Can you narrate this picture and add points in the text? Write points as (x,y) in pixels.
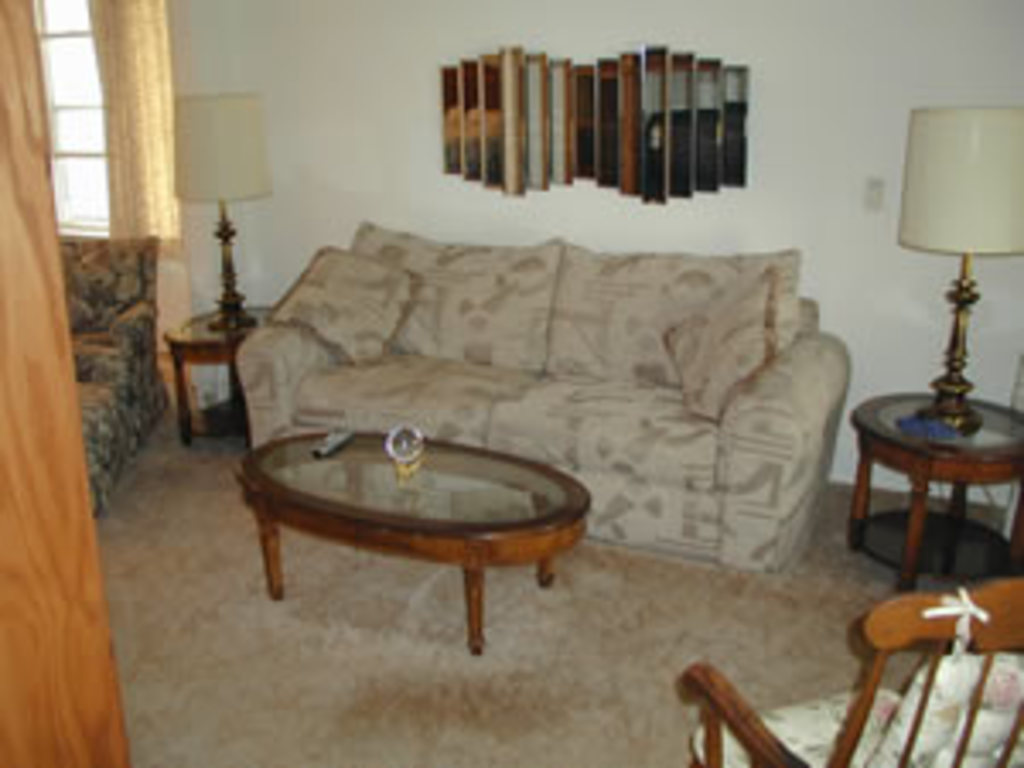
In the middle (343,315) it's a sofa (775,434) there are lamps (953,336) on either side of the sofa (609,407) and window (85,172) in the left side (75,160) and a chair (788,706) in the right (809,723).
